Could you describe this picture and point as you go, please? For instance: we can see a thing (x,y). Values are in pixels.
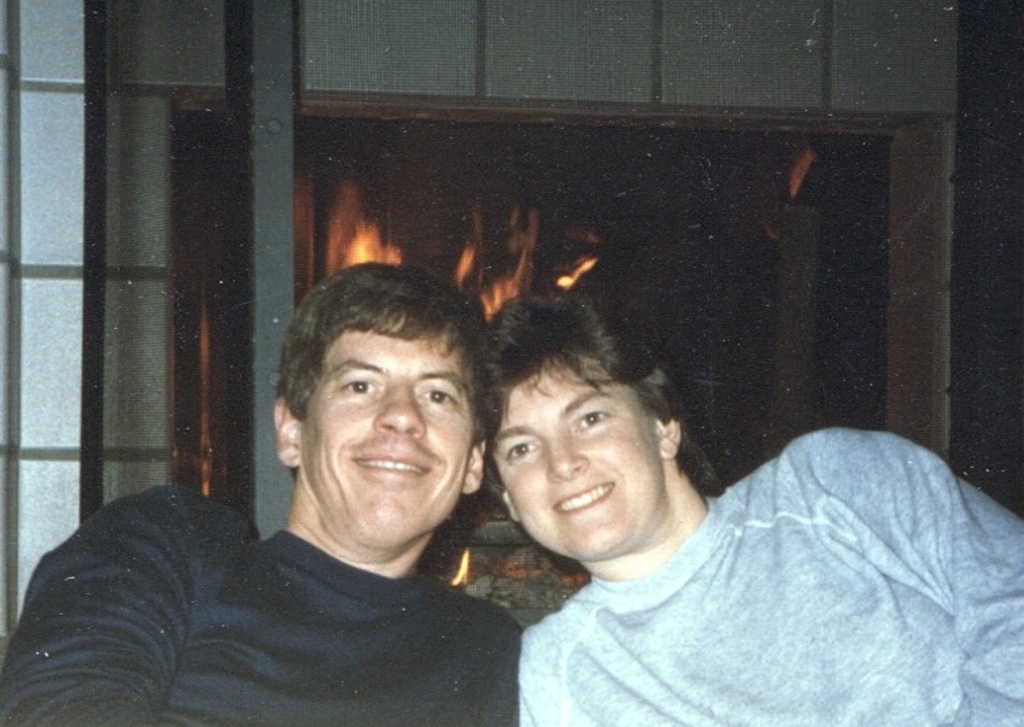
There are a man (402,634) and a woman (707,637) sitting and smiling. In the background (619,235), that looks like a fireplace (668,230) with the fire (506,284). I think this is the wall (146,43).
